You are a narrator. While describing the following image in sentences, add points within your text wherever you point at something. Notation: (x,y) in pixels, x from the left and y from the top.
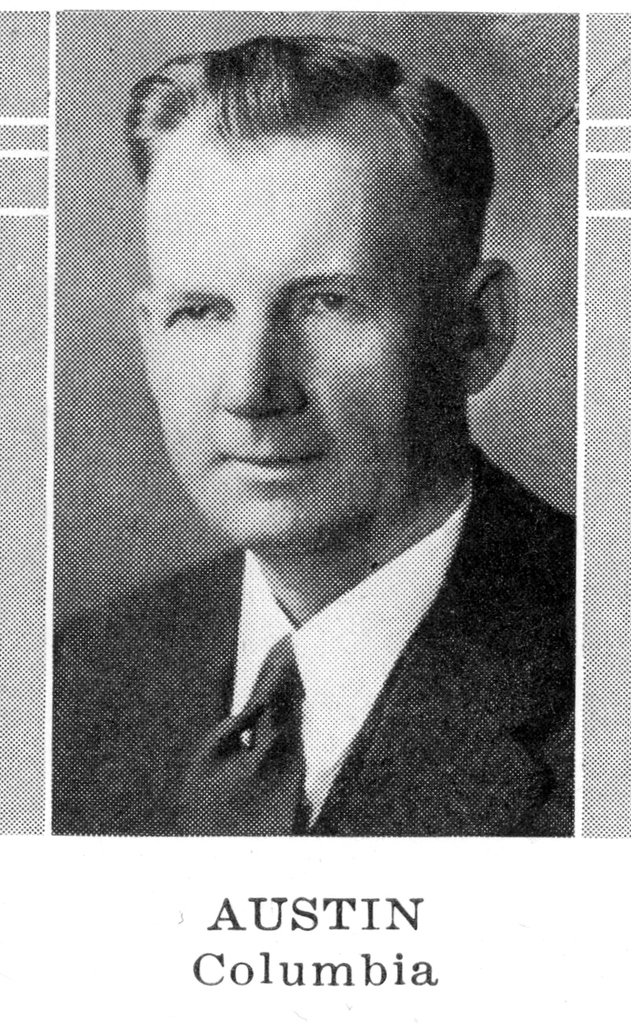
In this picture we can see a photograph of a man (346,557), he wore suit (163,687), at the bottom (367,916) there is some text (342,915), it is a black and white image.
